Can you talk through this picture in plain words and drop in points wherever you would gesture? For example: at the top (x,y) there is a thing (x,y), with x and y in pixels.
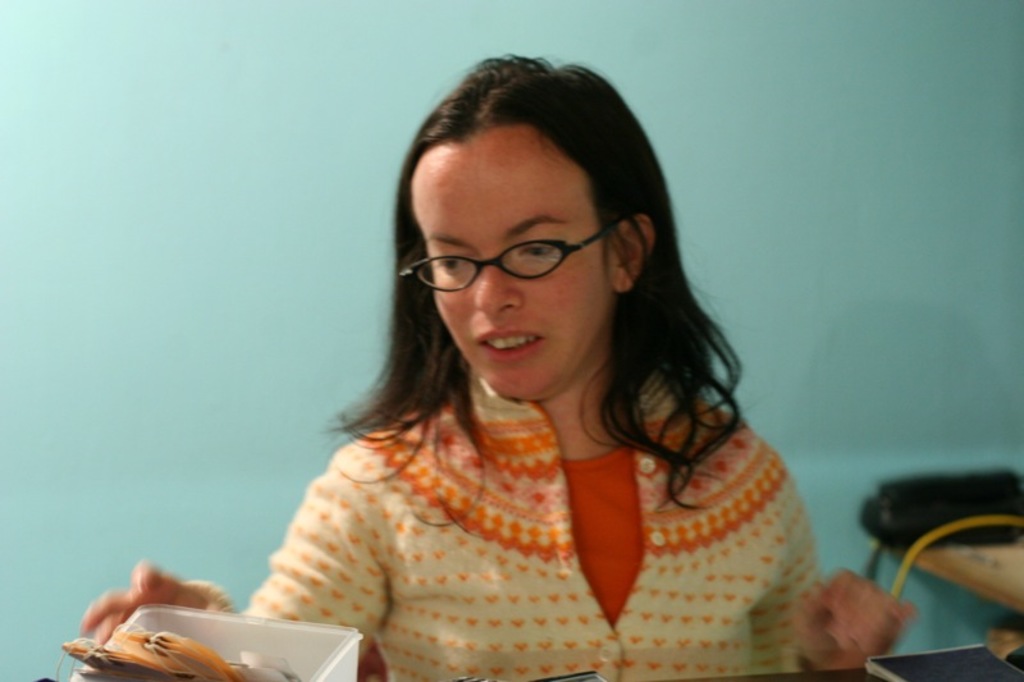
In this image, I can see the woman (677,659) standing. She wore a dress (569,605) and a spectacle (522,253). At the bottom of the image (205,622), that looks like a box (298,646) with few things (178,646) in it. On the right side of the image (978,565), I can see a table (977,559) with an object (967,503) on it. This looks like a wall (290,183).
